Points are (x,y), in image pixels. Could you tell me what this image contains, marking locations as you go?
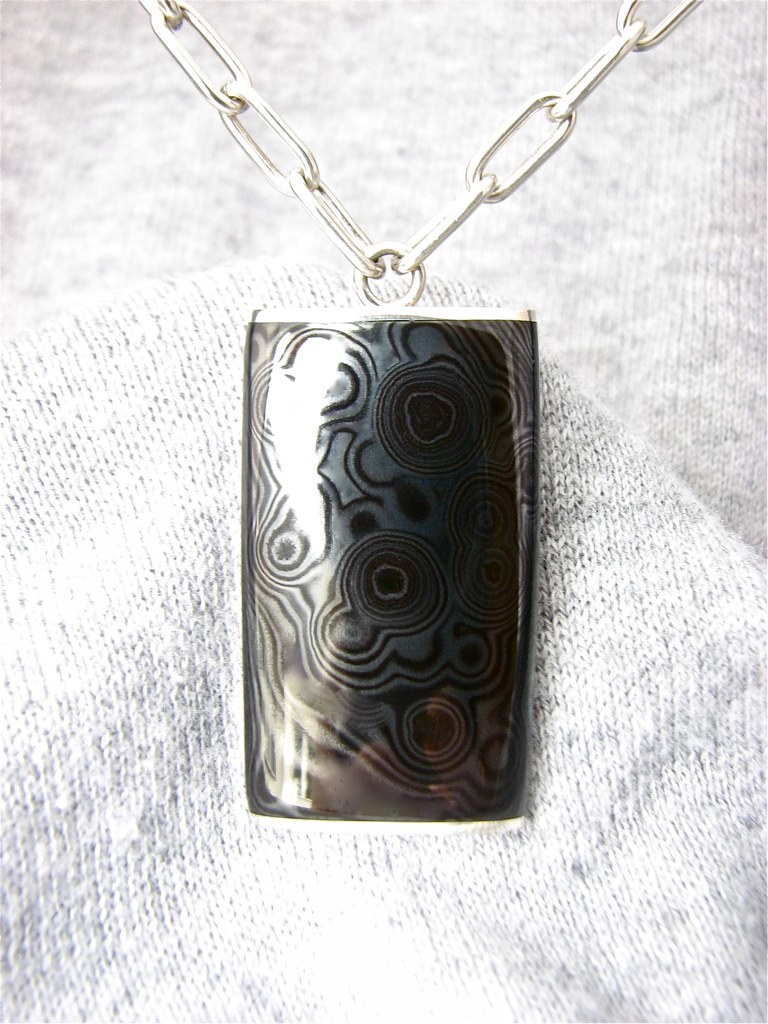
In this image I can see the chain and the locket (409,600). It is on the white and ash color cloth (106,704).
